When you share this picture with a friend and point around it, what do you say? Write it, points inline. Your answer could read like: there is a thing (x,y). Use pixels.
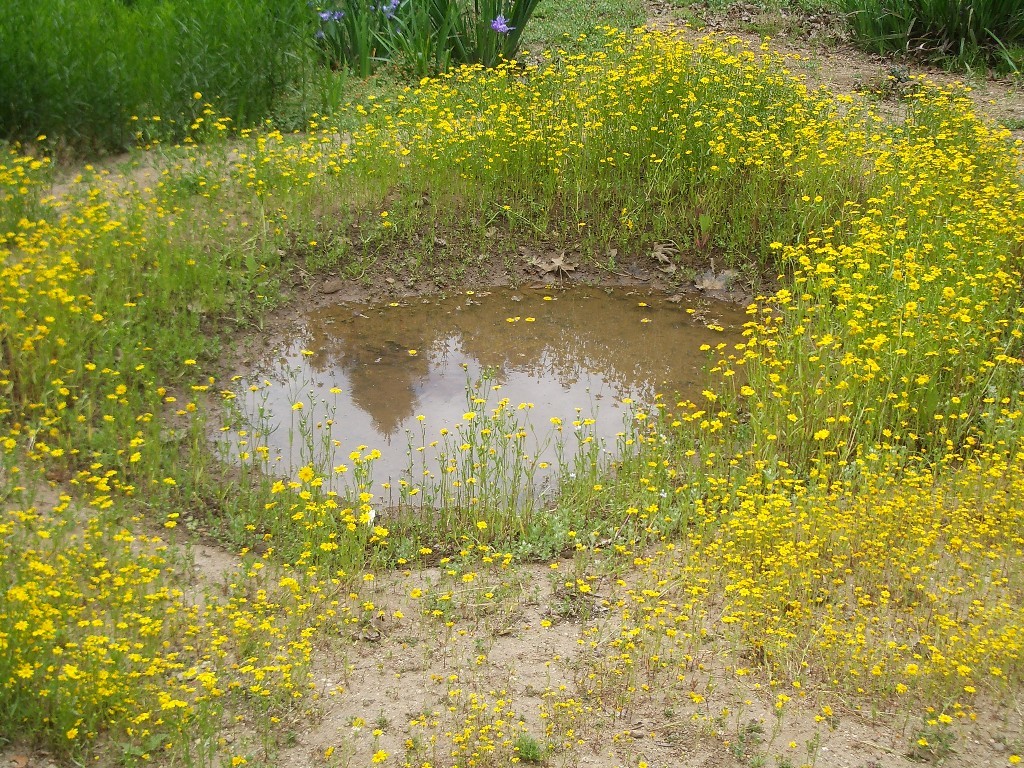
In this picture we can see the ground (739,23), flowers (163,621), water (443,342) and in the background (244,98) we can see plants (129,45).
